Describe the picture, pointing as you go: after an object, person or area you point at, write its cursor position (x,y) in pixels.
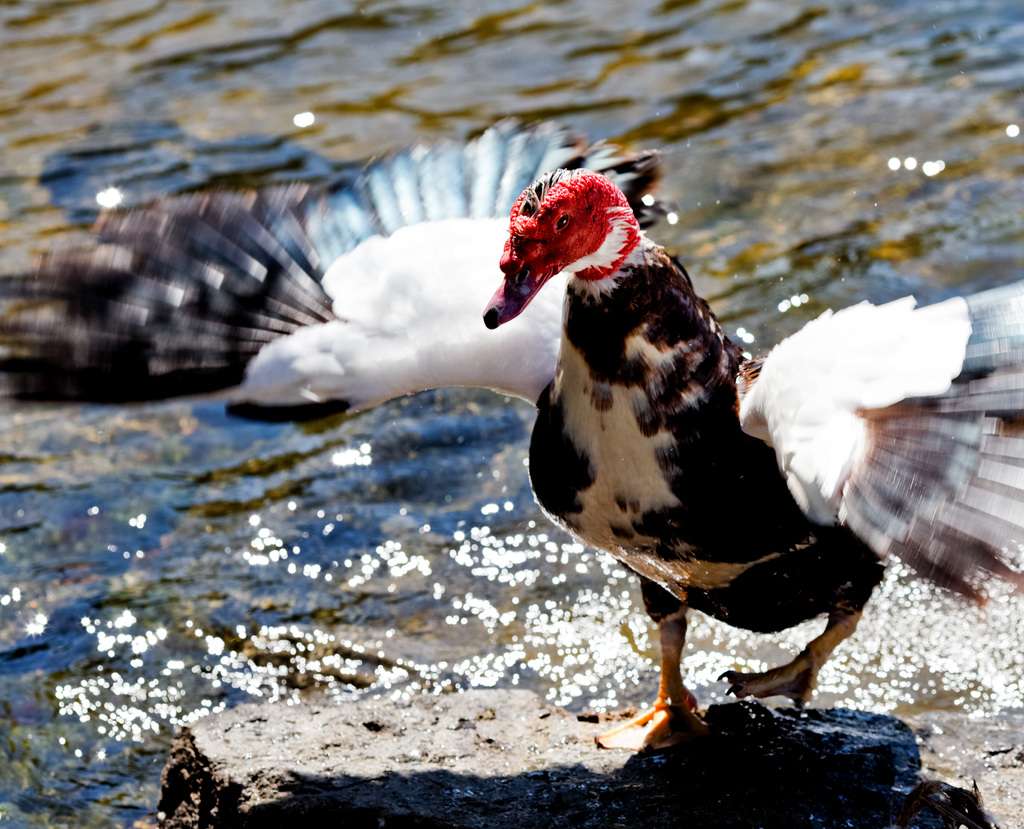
In this image I can see a duck (726,409) standing on the stone (346,757). In the background (280,531), I can see the water (466,578).
